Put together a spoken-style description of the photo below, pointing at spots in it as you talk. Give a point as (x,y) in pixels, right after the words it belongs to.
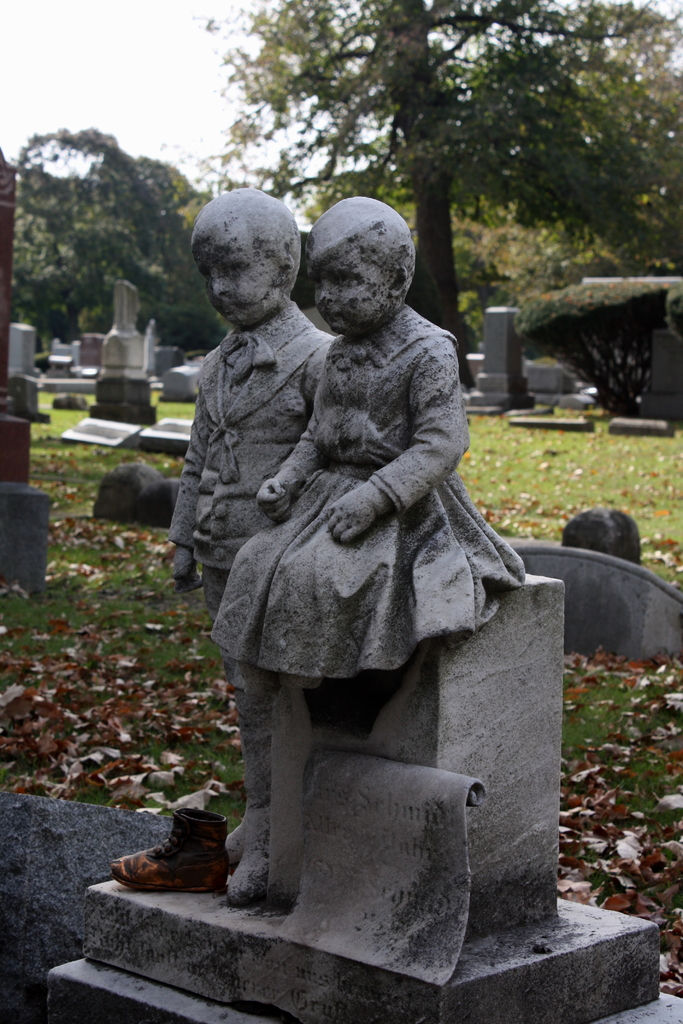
In this image I can see two sculptures (331,405) and a shoe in the front (417,744). In the background (641,511) I can see a grass ground (676,447), number of trees (474,308), the sky (132,48) and on the ground (670,487) I can see number of tombstones (193,394) and leaves (603,882).
